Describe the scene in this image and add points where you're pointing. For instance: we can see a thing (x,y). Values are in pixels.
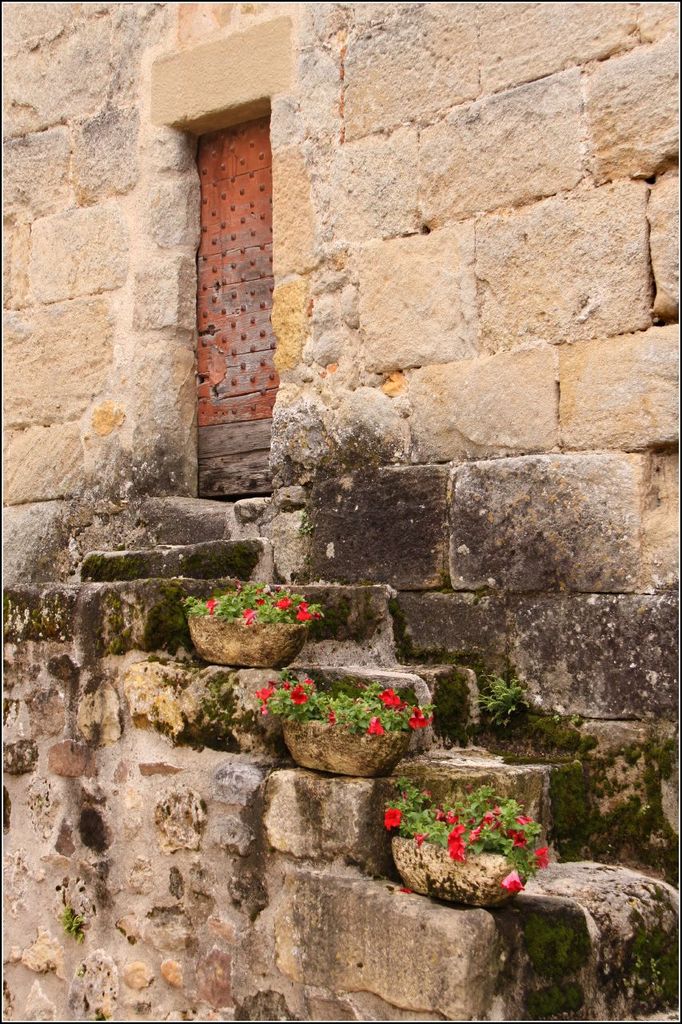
In this image I can see a wall (440,620), flower pots (420,856), steps (373,777) and a door (234,406).
